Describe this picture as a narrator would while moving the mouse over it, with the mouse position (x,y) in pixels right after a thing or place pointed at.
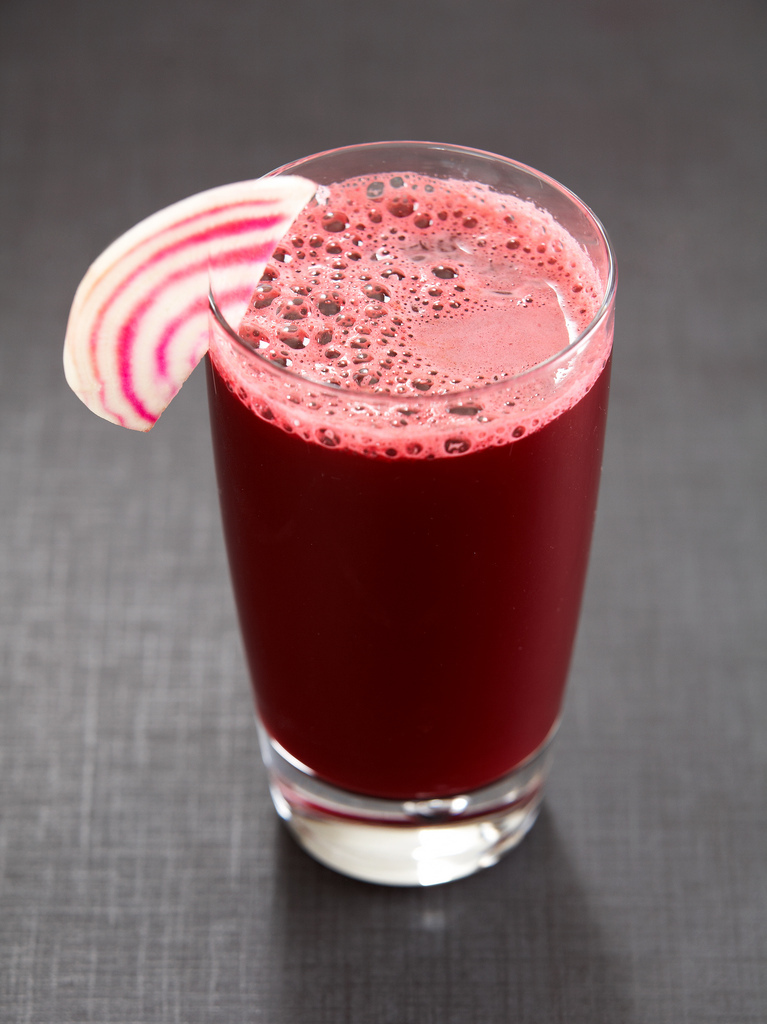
In this image we can see juice (408,505) in a glass (425,743). Glass (362,853) is on the black color surface (326,884).
